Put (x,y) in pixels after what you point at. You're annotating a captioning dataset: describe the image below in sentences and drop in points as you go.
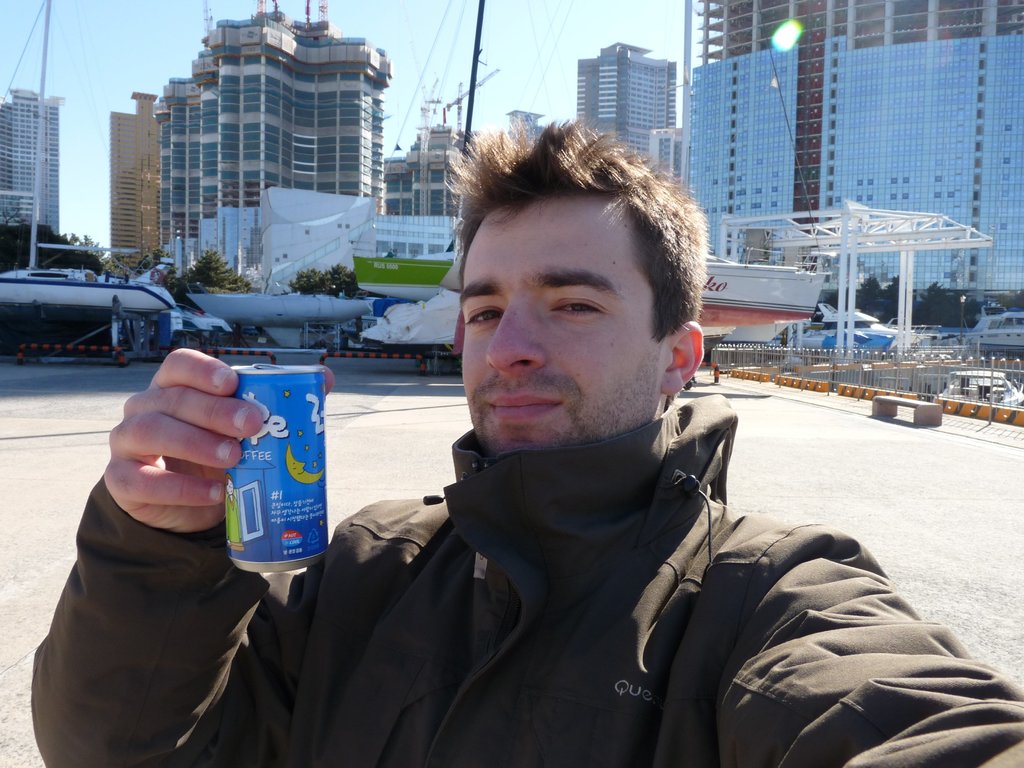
Here in this picture we can see a person (377,519) present over a place and we can see he is wearing jacket (290,594) and holding a tin (300,428) in his hands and smiling and behind him we can see boats (90,279) present near the shore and we can also see number of buildings (611,100) also present and we can see the sky (449,67) is clear.
